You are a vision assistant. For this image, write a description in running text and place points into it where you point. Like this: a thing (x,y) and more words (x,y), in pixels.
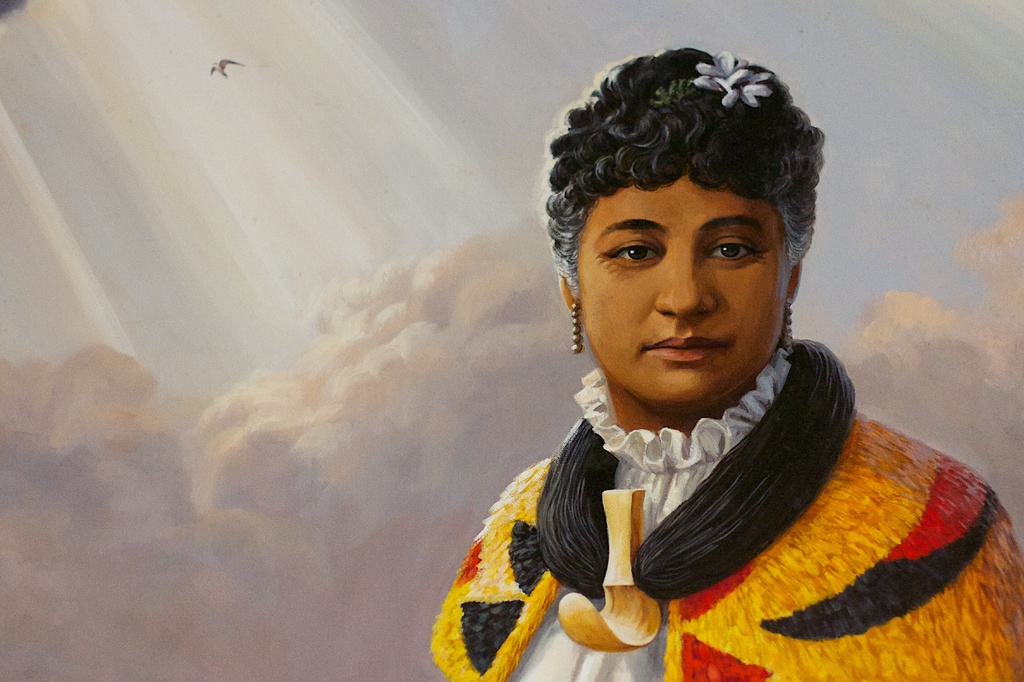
It is the painting of a woman (685,460) and behind the woman (520,554) there are clouds (197,667) and a bird (221,69) is flying in the sky (170,112).
